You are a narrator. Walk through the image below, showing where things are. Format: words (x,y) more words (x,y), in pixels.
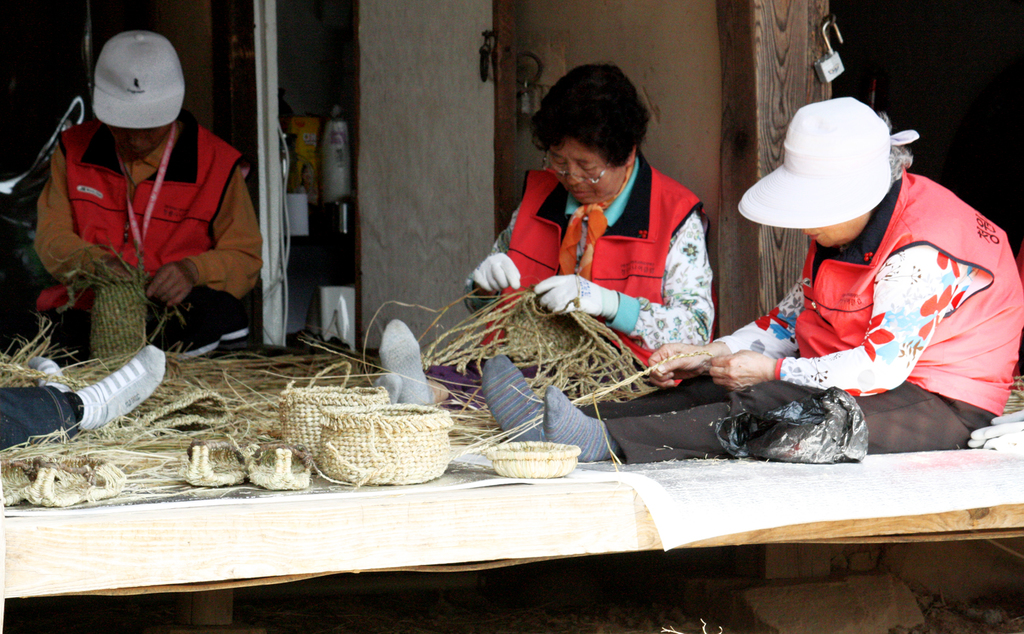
In this image, we can see persons (550,234) wearing clothes (173,240) and doing handicraft works (498,312) in front of the wall (412,206). There is a lock (827,60) in the top right of the image (842,58). There are handicrafts (346,470) in the middle of the image (531,349). There is a person leg (127,394) on the left side of the image (110,402).
